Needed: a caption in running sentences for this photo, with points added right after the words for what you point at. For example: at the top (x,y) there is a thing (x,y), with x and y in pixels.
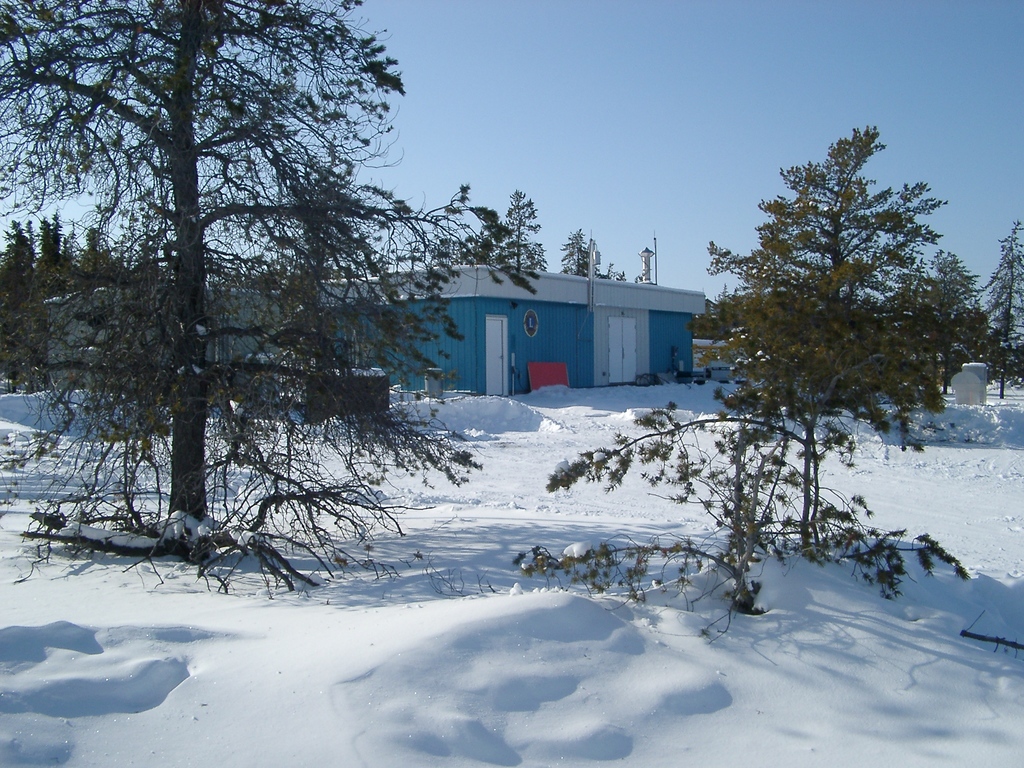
In this image we can see a group of trees (570,477), building (485,352). In the background (488,87), we can see the sky (515,65).
